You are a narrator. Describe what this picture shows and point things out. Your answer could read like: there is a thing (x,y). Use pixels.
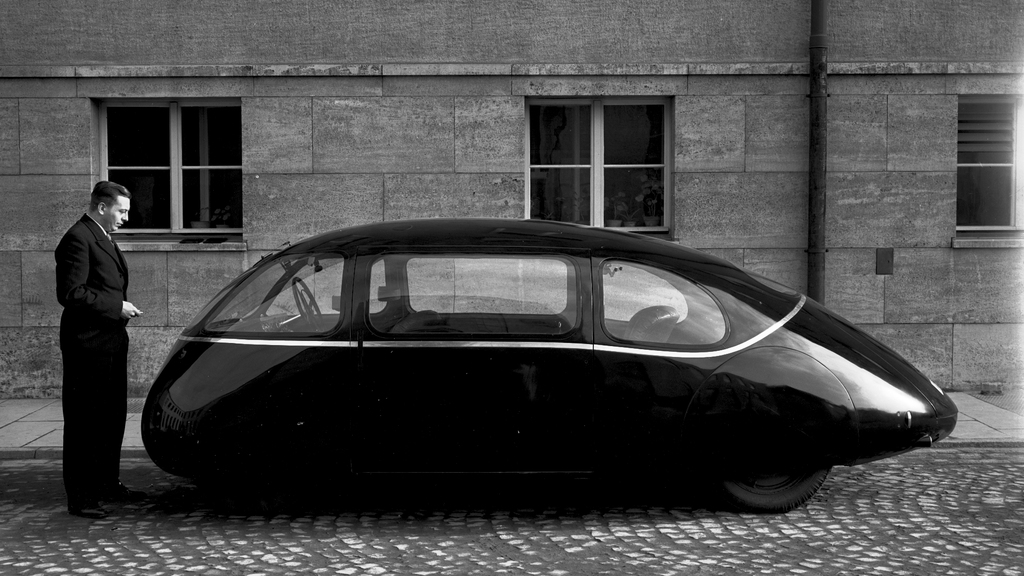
In the picture I can see a black color vehicle (446,442) and a man (75,284) is standing on the ground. In the background (455,186) I can see a wall (469,184) which has windows (638,165). This picture is black and white in color.
